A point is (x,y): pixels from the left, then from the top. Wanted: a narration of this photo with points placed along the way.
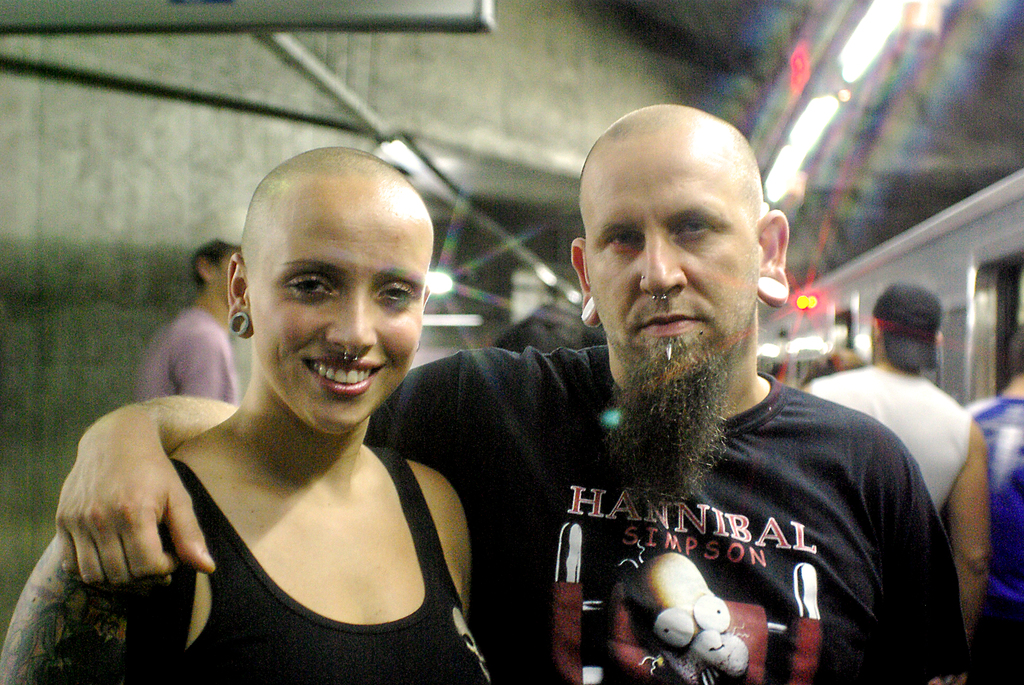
As we can see in the image in the front (406,516) there are two persons (503,506). The women (441,506) who is standing on the left (314,480) is wearing black color dress (335,660) and the man (756,566) who is standing on the right (724,541) is wearing black color t shirt (704,556). Behind these two persons (400,556) there are another three persons (881,403). The man (898,434) who is standing on the right (929,366) is wearing black color cap (923,319) and white color t shirt (934,423).
